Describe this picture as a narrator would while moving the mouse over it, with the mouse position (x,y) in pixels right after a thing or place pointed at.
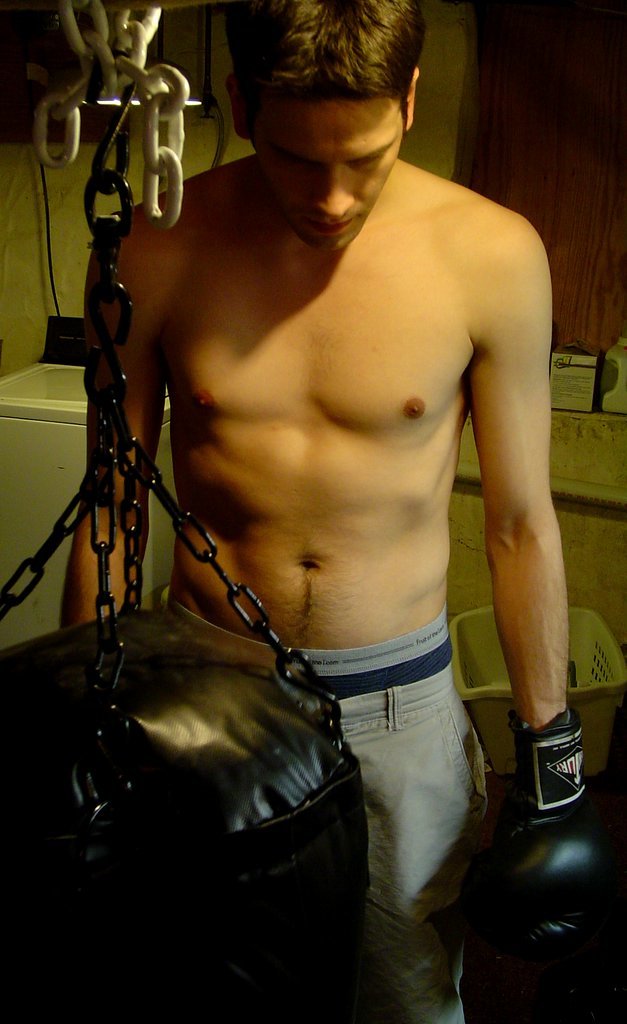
In this image I can see a punching bag (173,792) which is black in color is tied to the metal rod (139,80) with a black colored metal chain (121,406). I can see a person (321,509) wearing grey color pant (377,823) and black colored gloves (527,847) is standing. In the background (581,521) I can see the wall (586,541), a plastic basket (613,655), the curtain (554,107) and few other objects (77,461).
